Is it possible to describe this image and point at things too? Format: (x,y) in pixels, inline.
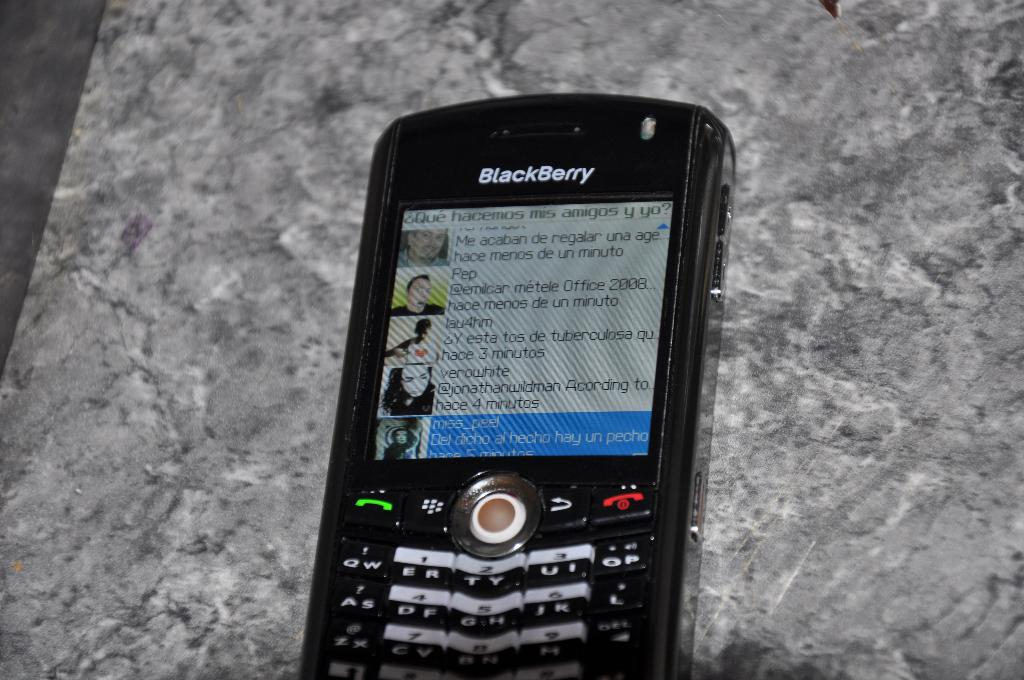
There is a black color phone (426,405) on a surface (865,376). In the phone (425,380) we can see many persons photo (416,334) and something written on that. Also there is a name (534,181) on the top of the phone (534,181).
